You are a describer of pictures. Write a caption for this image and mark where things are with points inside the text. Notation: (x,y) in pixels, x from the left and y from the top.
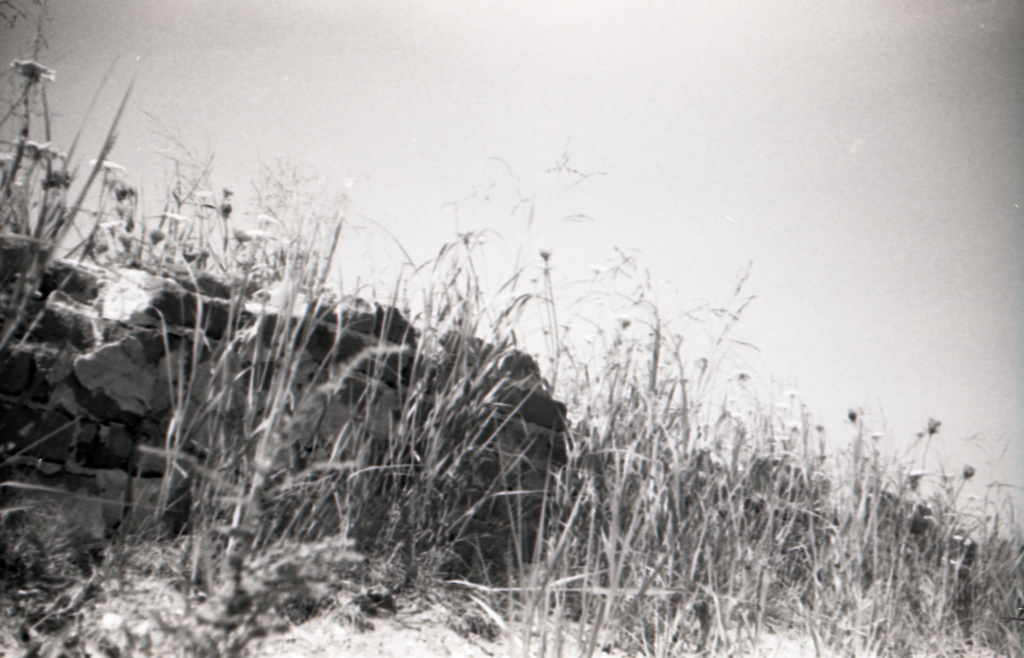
This picture shows plants (578,563) with flowers (33,145) and we see a cloudy sky (660,139).
